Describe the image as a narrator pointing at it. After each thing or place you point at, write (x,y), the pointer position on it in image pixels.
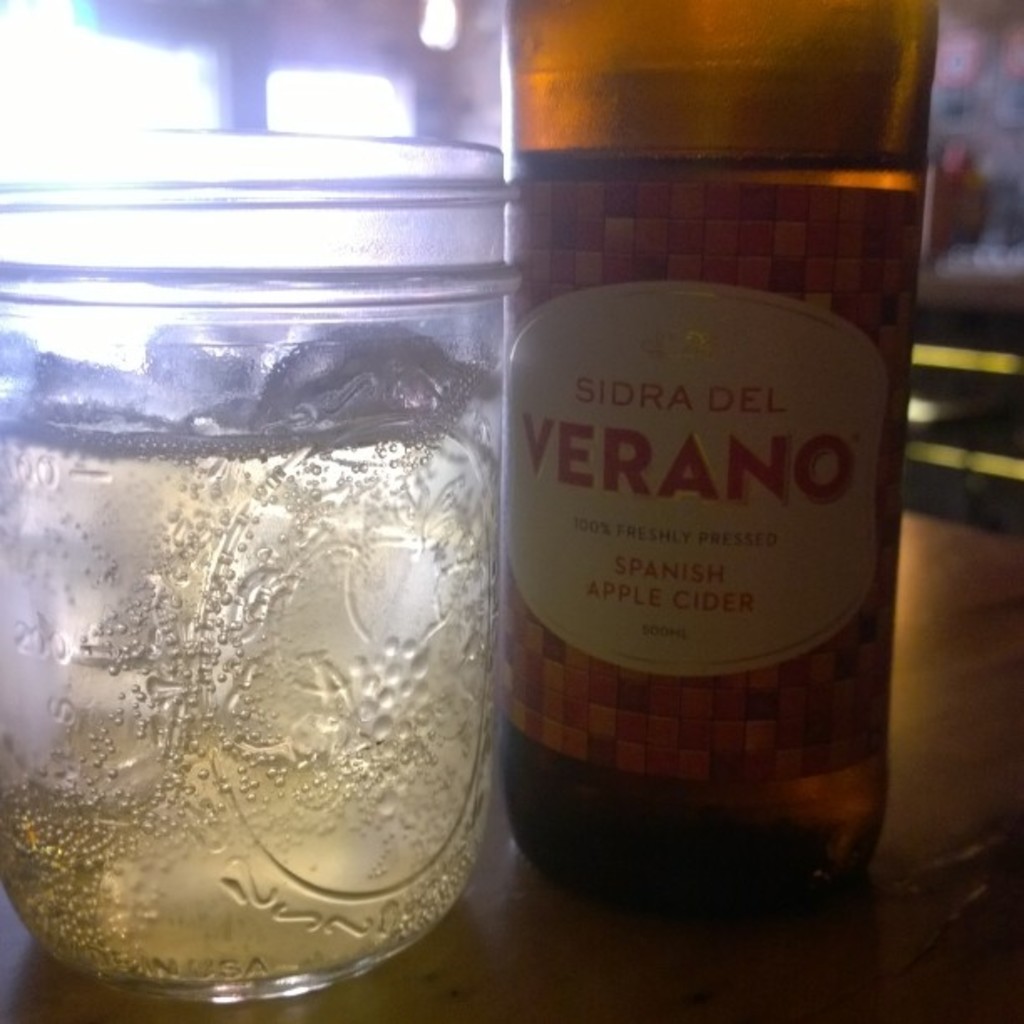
this picture shows a cider bottle (875,310) and a glass (481,802) on the table (953,663).
